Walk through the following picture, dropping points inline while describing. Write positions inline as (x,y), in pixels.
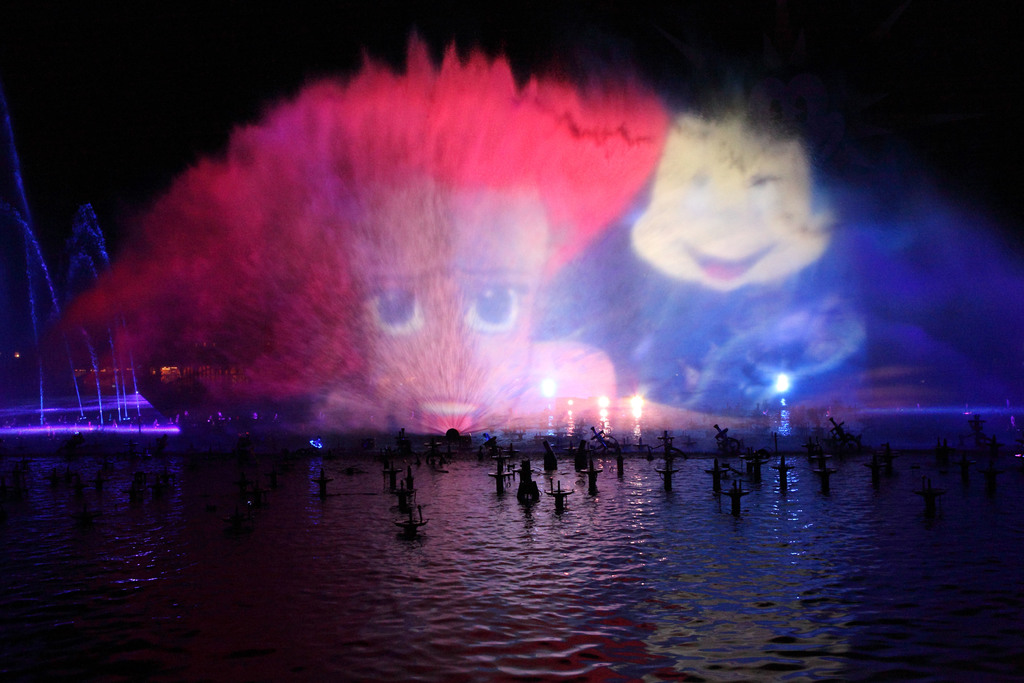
In this picture we can see river water (371,597) in the front (500,535) with some wooden cross marks (729,443). Behind there is a laser light show (417,342) with a visual cartoon faces (476,317). Behind there is a dark background (137,111).
